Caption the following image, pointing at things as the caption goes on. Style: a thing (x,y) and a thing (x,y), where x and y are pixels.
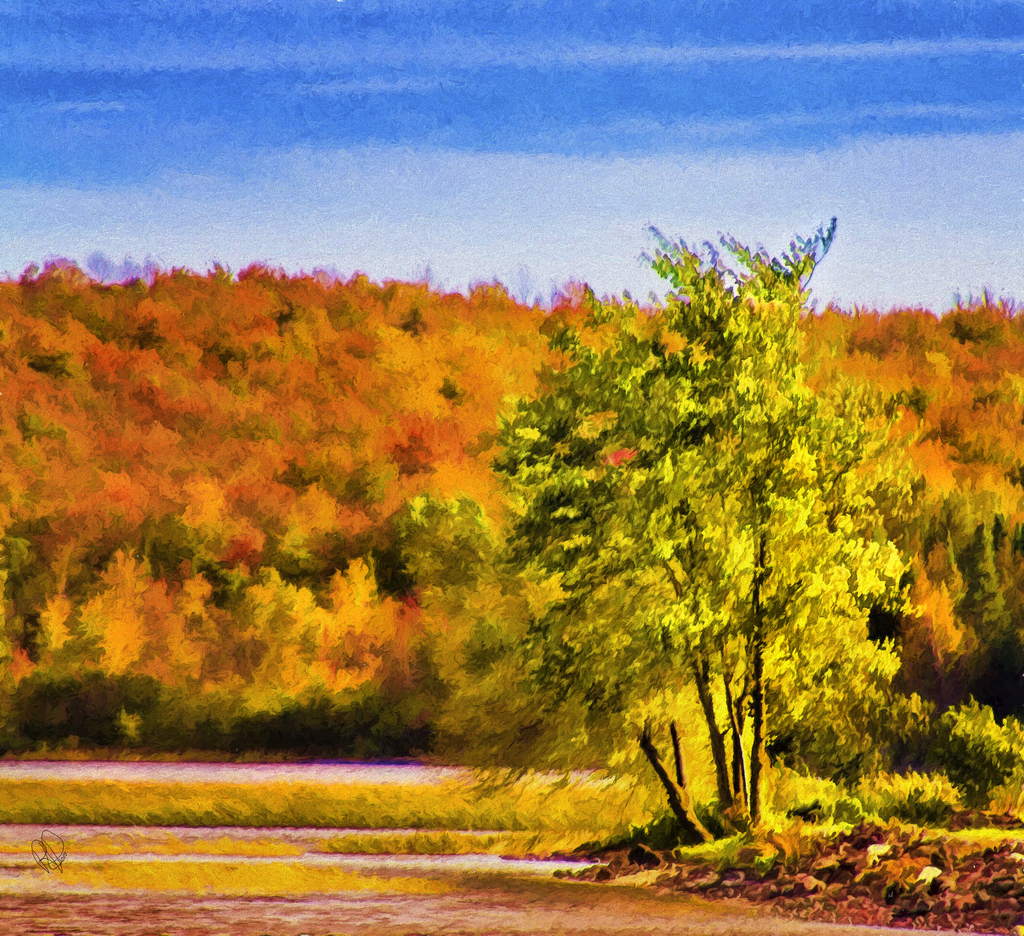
In this image we can see trees (595,489) and the sky (443,149).
